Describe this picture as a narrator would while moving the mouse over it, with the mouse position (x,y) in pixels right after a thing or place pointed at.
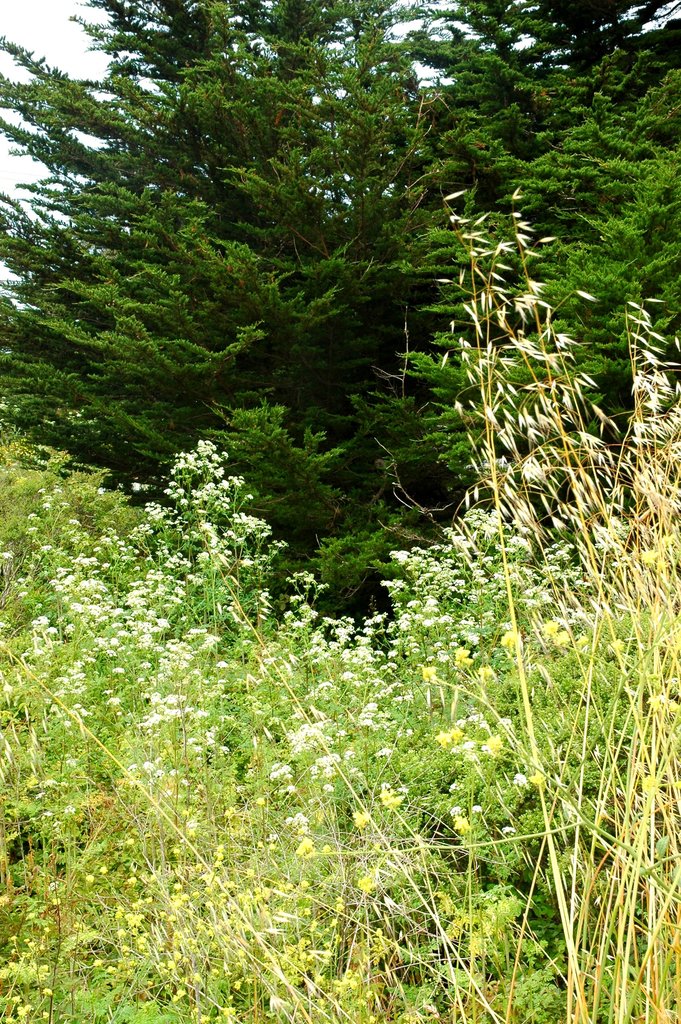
In this picture there plants (411,666) at the bottom (311,718) and trees (353,278) at the top (450,242).
